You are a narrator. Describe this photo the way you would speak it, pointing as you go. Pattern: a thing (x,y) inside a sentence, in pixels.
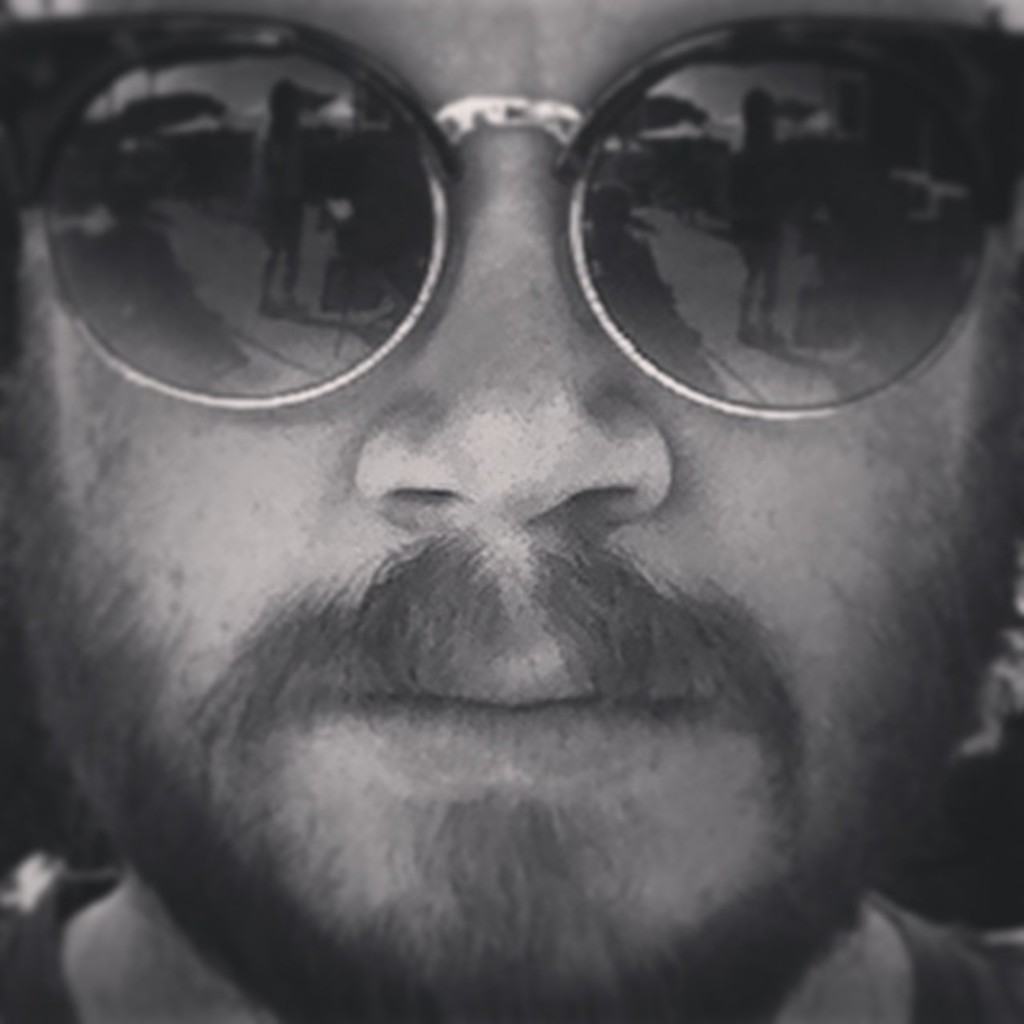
In this picture we can see the close view of the man face (533,444) with beard (466,605) and black sunglasses (643,347).
